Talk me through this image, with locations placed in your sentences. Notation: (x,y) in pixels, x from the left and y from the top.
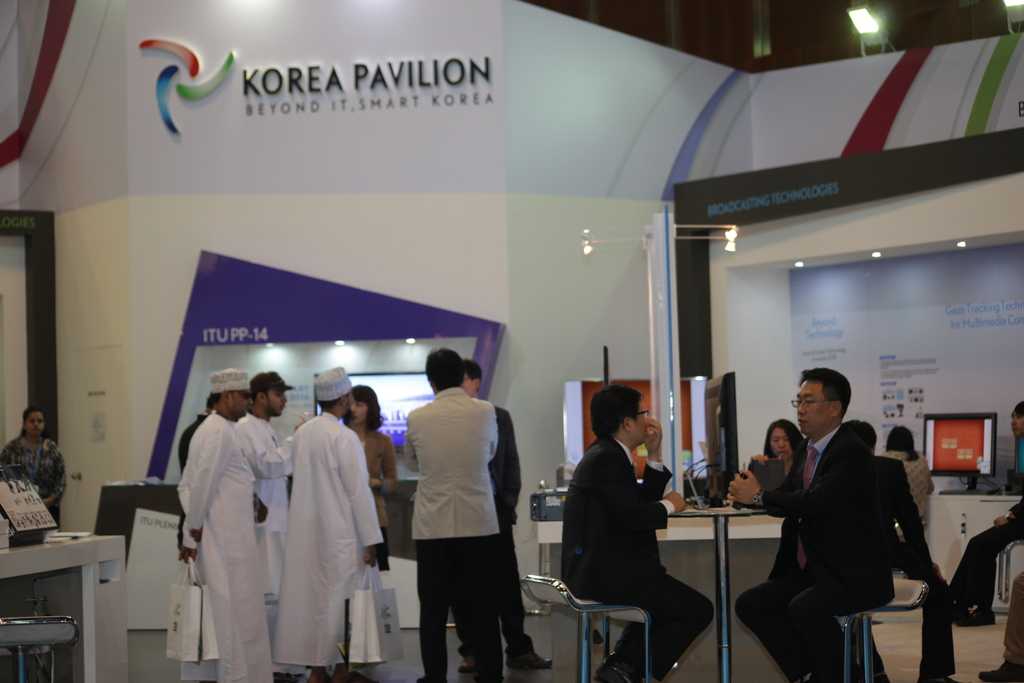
In this picture we can see some people (359,443) standing and some people (647,541) sitting on chairs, there is a table (727,516) in the middle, we can see a monitor (723,432) on the table (710,511), on the right side (973,517) and left side (104,606) we can see table (961,530), we can see another monitor (972,443) on the right side table (973,517), there are lights (1009,4) at the top of the picture (869,23), the two persons (329,524) in the middle (346,443) are holding bags (202,617).
